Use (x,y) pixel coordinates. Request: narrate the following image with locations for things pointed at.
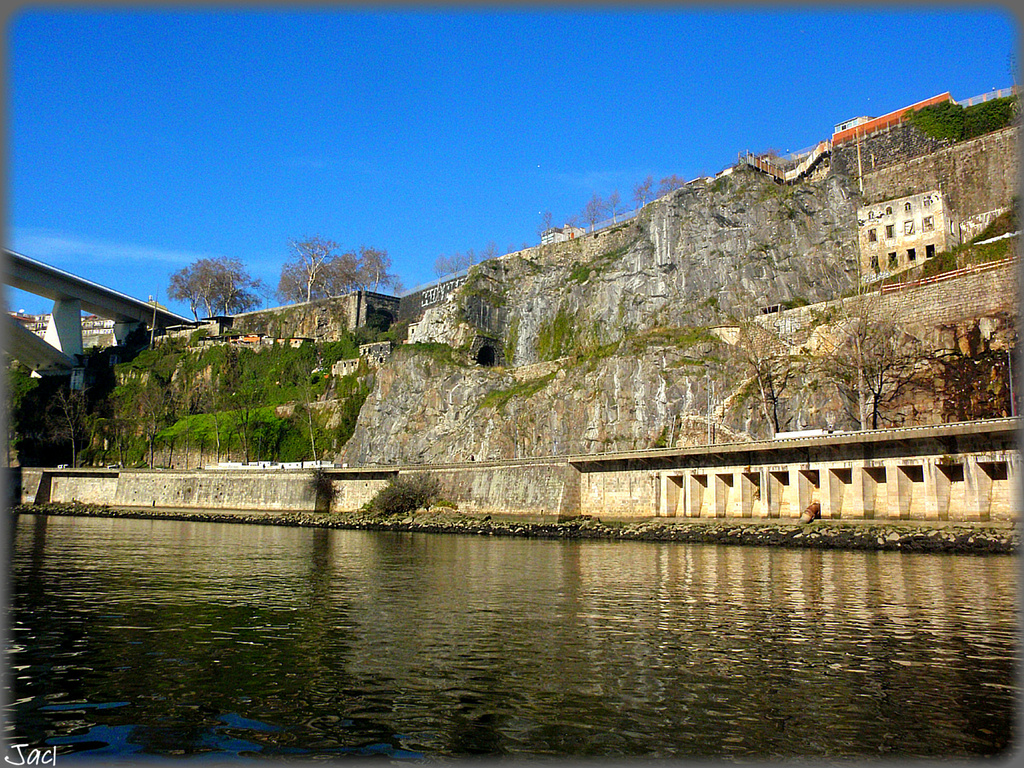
In this image, in the middle (526,435) there are hills (678,388), trees (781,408), buildings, wall (285,488), vehicles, bridge (80,344). At the bottom (499,672) there is a text (20,754), water (766,588). At the top (306,186) there are sky (220,215) and clouds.
